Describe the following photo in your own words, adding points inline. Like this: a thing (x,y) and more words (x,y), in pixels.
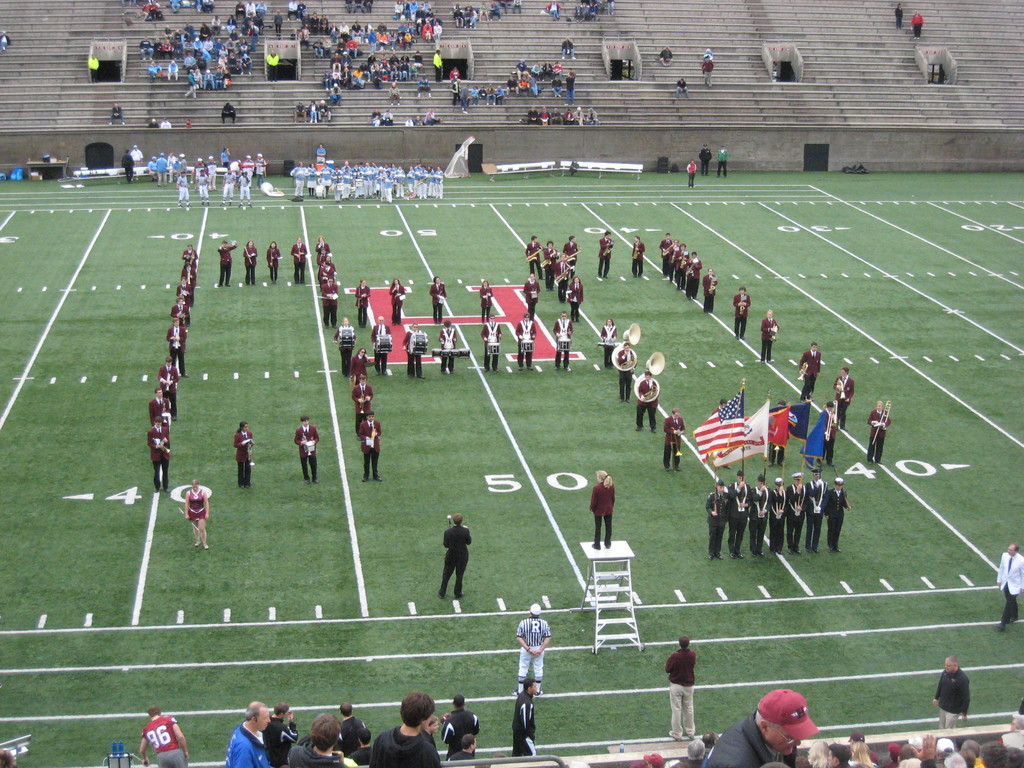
In this image we can see a group of people (549,249) on the ground (271,363) in which some of them are holding flags (772,415) and some of them are playing musical instruments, a person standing on a stand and a few marks (652,605) on the ground (654,583), there we can also a few people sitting and standing in the stands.
